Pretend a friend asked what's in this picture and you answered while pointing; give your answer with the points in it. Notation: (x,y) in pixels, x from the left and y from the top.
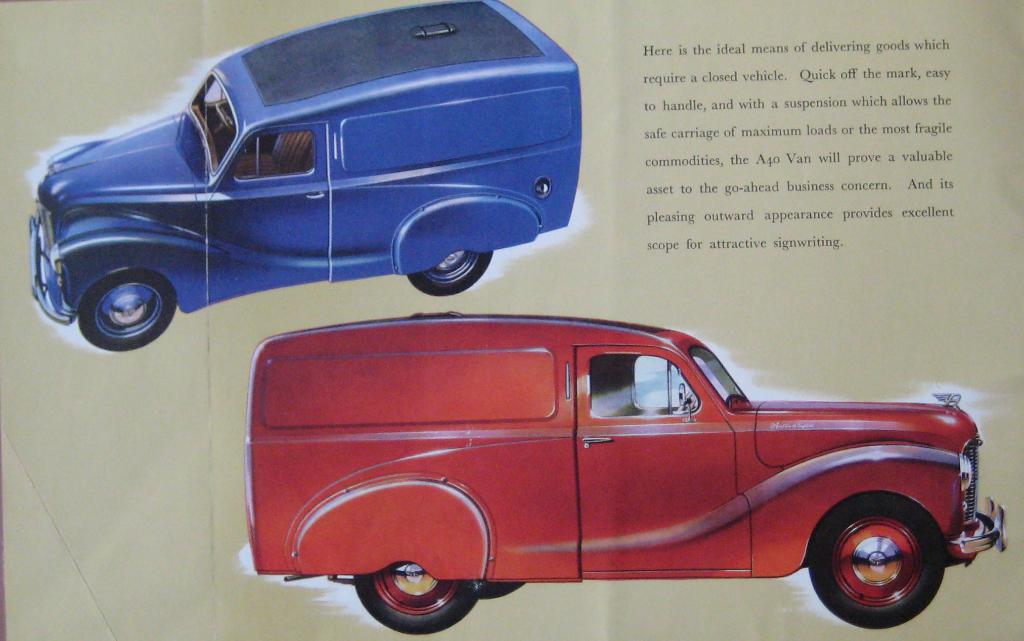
This looks like a paper (121,562). I can see the pictures (193,269) of the vans (198,253), which are red and blue in color. These are the letters (731,77) written on the paper (902,275).
